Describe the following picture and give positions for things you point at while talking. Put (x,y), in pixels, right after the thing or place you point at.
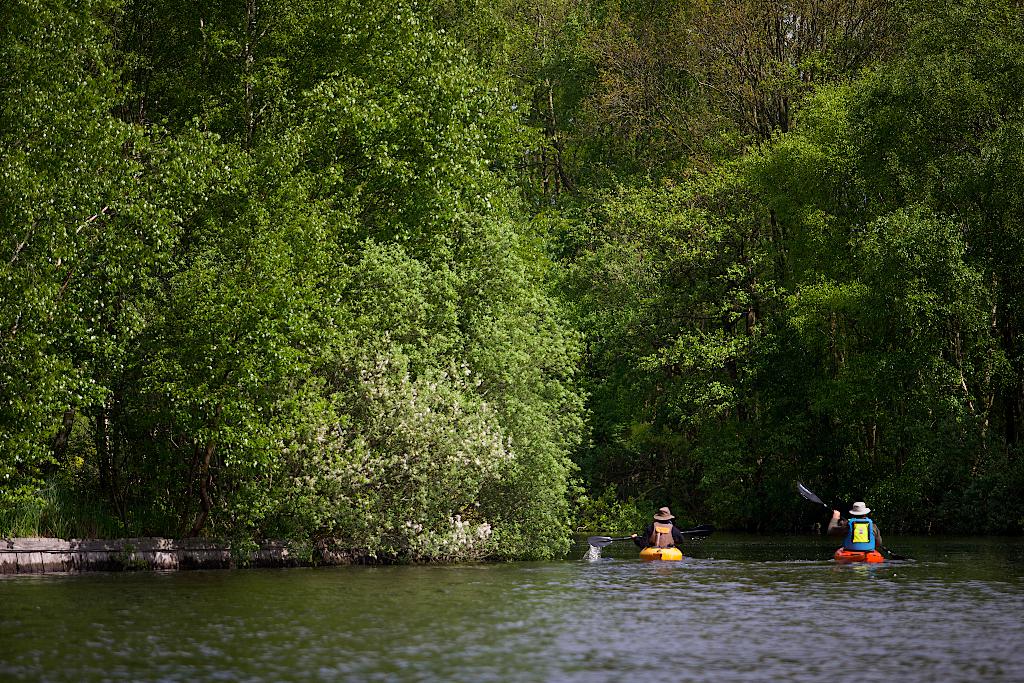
At the bottom (423,616), I can see the water (728,646). On the right side (852,546) there are two persons (663,531) holding paddles (809,498) in the hands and sitting on the boats (658,554). In the background (590,369) there are many trees (282,256).
